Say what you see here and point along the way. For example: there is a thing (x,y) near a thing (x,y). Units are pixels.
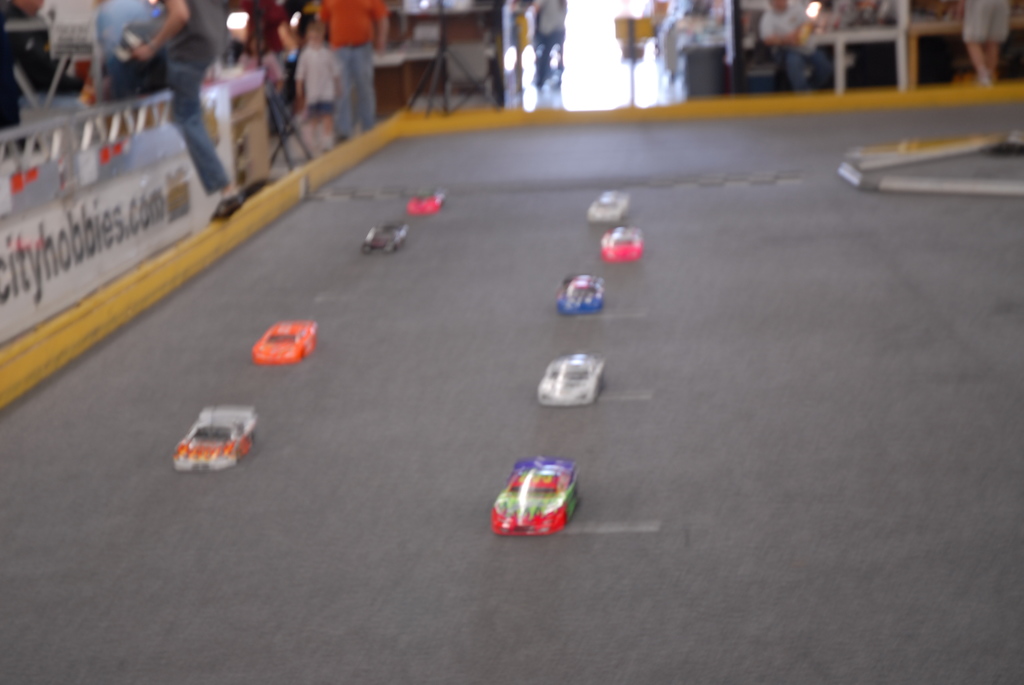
In this image, there are a few people (556,17). We can see some toys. We can also see a board (132,222) on the left (130,242) with some text (139,204). We can see some stands (274,117). We can also see some white colored poles (874,38).
